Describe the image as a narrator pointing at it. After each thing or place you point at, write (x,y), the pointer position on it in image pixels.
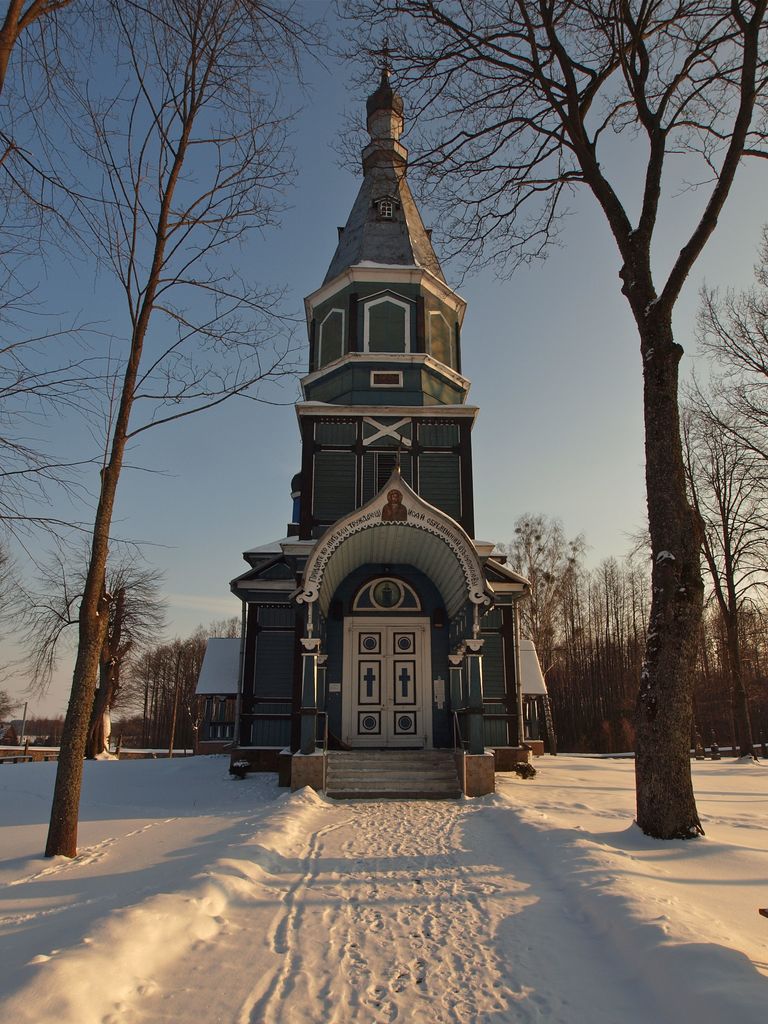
In this image we can see a church (363,623), there are some trees (671,783) and the snow (318,930), in the background (257,435) we can see the sky (233,536).
